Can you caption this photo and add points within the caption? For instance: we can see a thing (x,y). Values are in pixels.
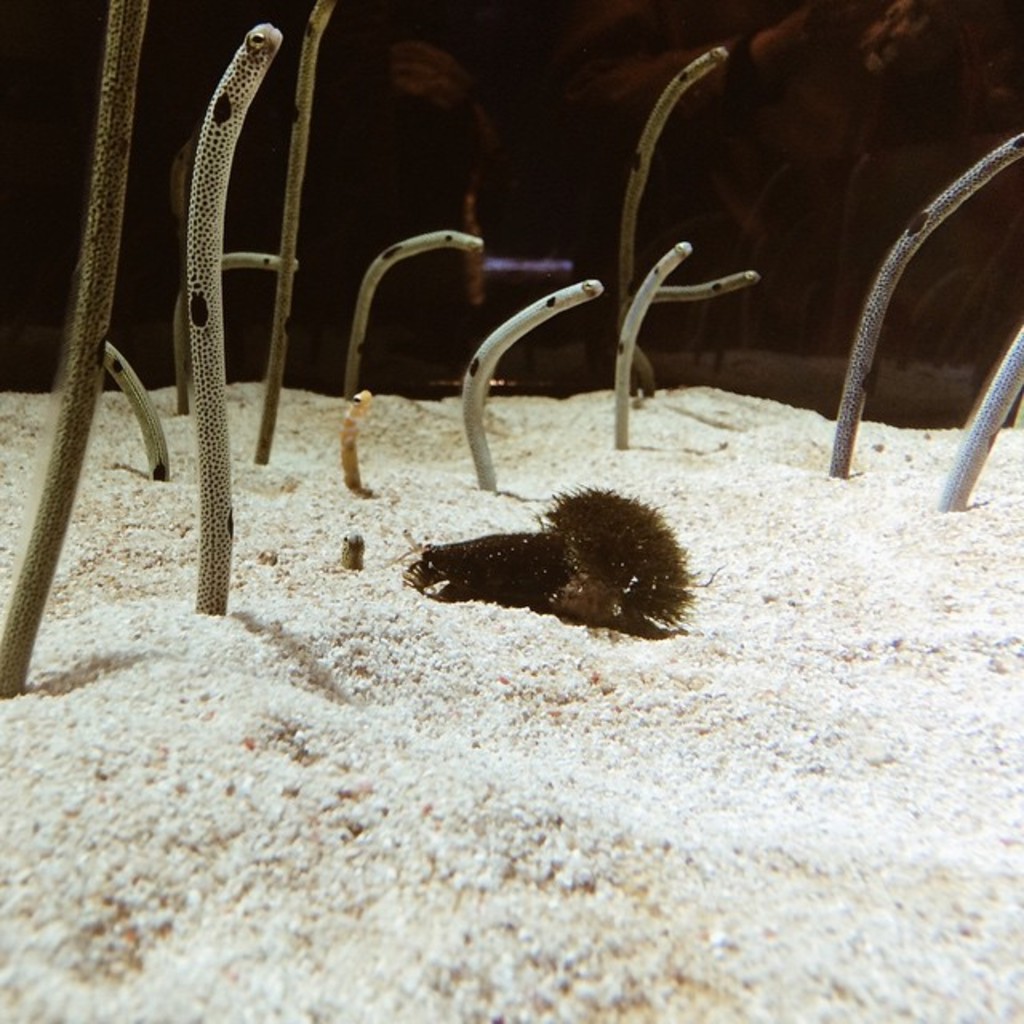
In this image there is an aquatic animal (531,586) on the sand (599,834) having few eels (980,412). Behind the aquarium (498,115) there are few persons (904,144).
